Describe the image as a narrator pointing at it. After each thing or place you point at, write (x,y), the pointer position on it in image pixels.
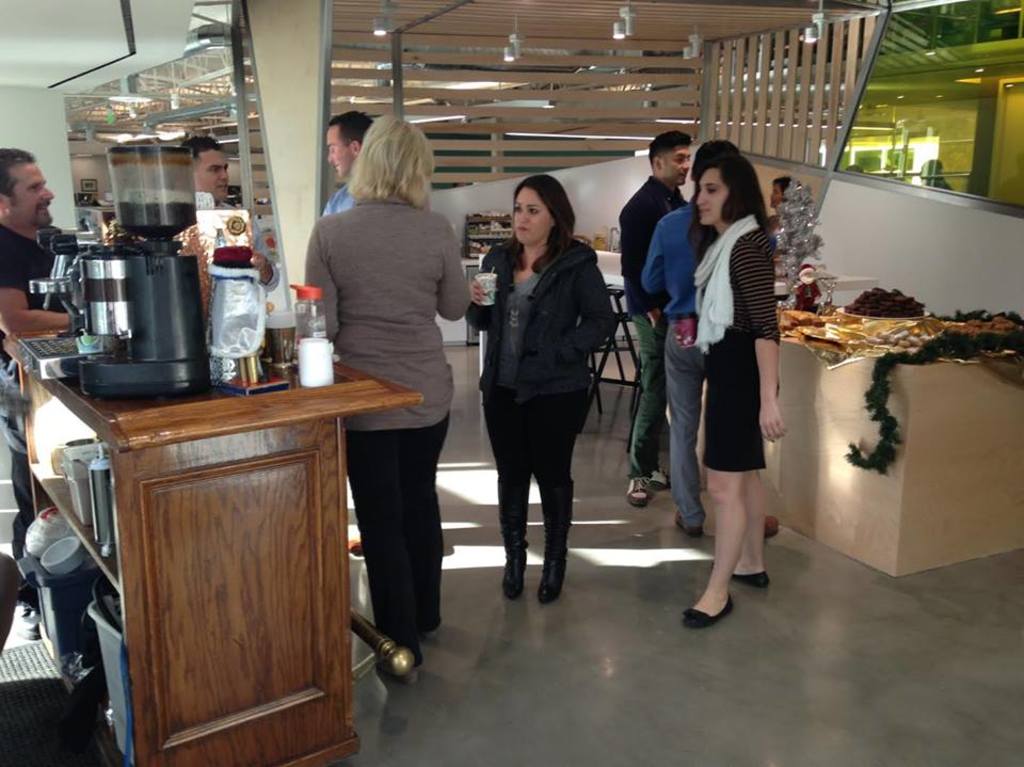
Here in this picture we can see number of people (332,276) standing on the floor (461,414) over there and on the left side (268,409) we can see a table (179,408), on which we can see coffee machines (133,297) present and below it, in the racks (61,502) we can see tubs (53,575) and glasses (56,464) and some other things (63,453) present over there and on the right side (920,339) we can see some decorative things (883,338) present on the table (909,529) over there and we can see lights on the roof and we can also see glass windows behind them over there.
